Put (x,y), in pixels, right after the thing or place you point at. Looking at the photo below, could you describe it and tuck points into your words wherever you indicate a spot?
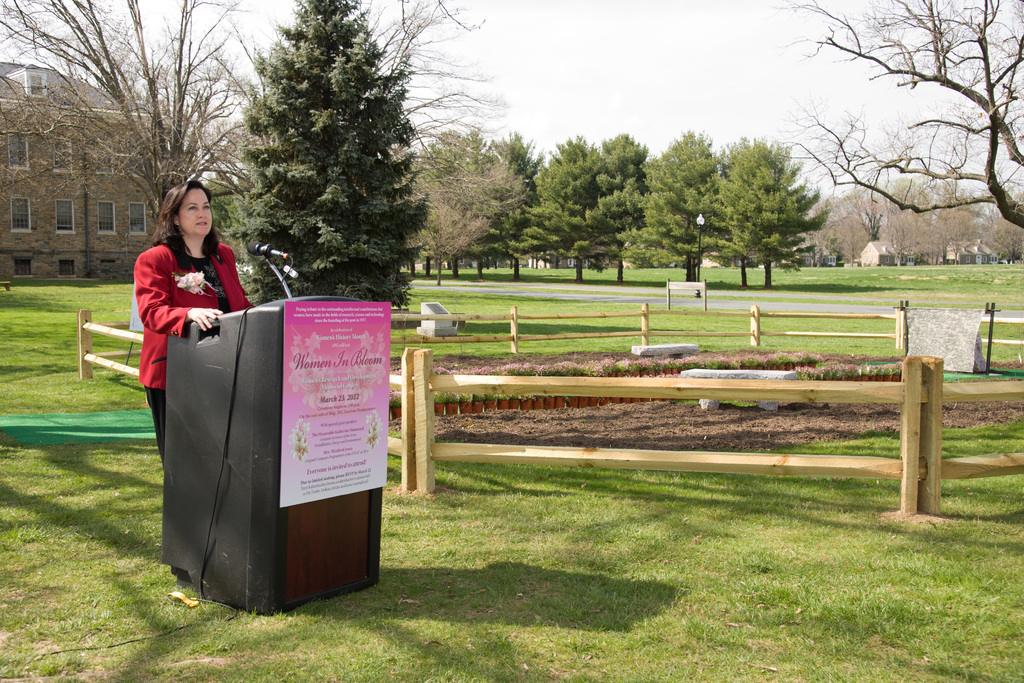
In this image a woman (146,265) is standing on the grassland (389,607). Before her there is a podium (177,526) having a mike (280,267) on it. A board (326,415) is attached to the podium (304,517). On the board (285,453) there is some text (324,437). Beside the woman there is a fence (917,420). There are few pots (603,372) having plants (552,363). There are benches (666,352) on the land (666,405). Right side (943,331) there is a cloth (924,341) on the metal rod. Right side (702,300) there is a road (678,299). Beside there is a board (697,287) attached to the poles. There is a street light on the grassland (22,299). Background (684,220) there are trees (716,187) and buildings (955,260).
